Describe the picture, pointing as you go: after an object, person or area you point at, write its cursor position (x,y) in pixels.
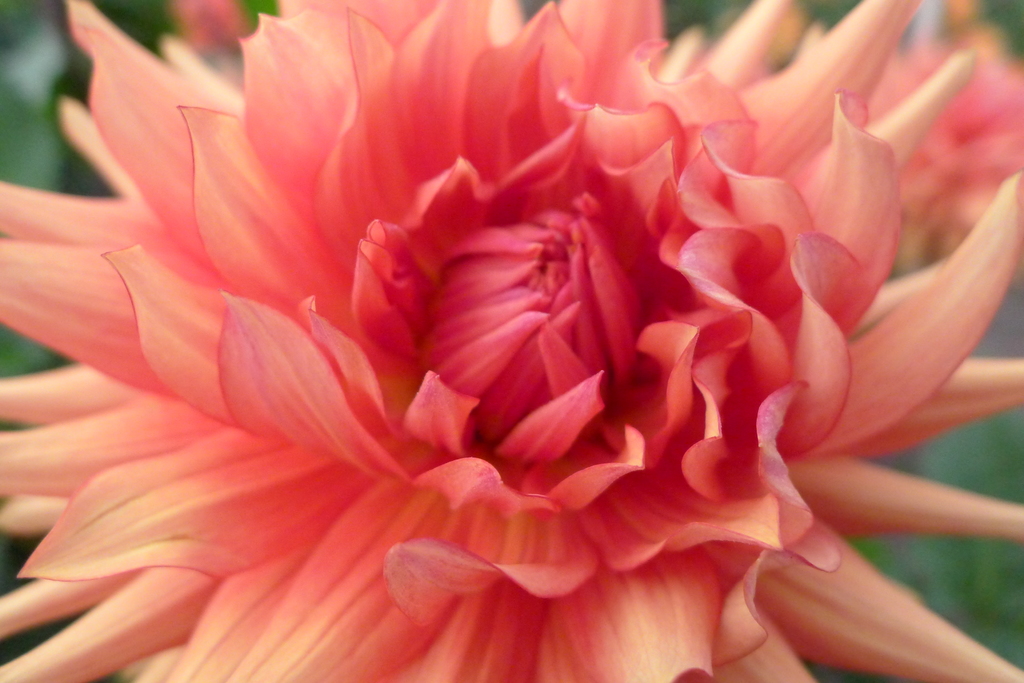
In the image we can see a flower (15,622). Background of the image (21,47) is blur.
